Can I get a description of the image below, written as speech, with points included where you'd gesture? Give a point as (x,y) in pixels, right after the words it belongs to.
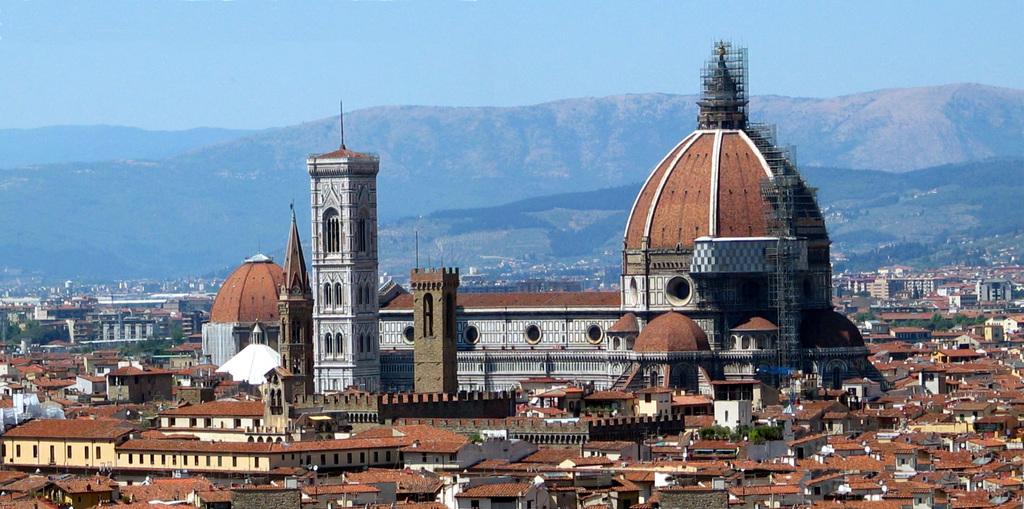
In this image I can see buildings (479,378). There are trees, hills (569,141) and in the background (287,86) there is sky (65,37).
